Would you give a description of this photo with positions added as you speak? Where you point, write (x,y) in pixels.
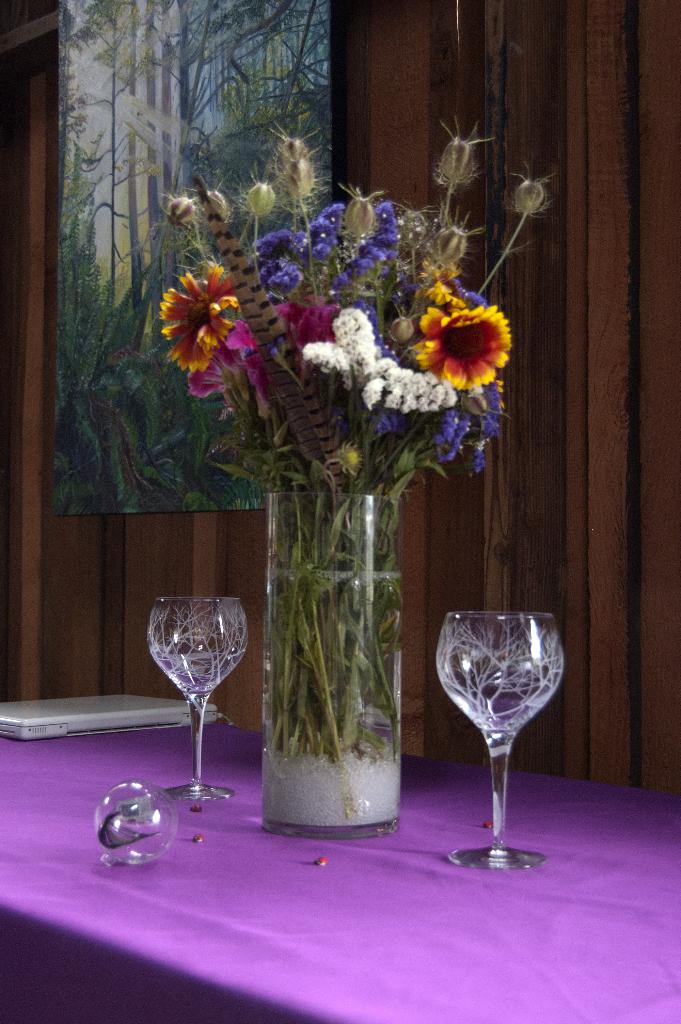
In this image I see flowers (248,450) in a glass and there are 2 glasses (456,672) on this table (23,979), In the background (23,471) I see the wall (249,651) and a frame (92,4) in which there are trees (120,5) and plants (90,505).
